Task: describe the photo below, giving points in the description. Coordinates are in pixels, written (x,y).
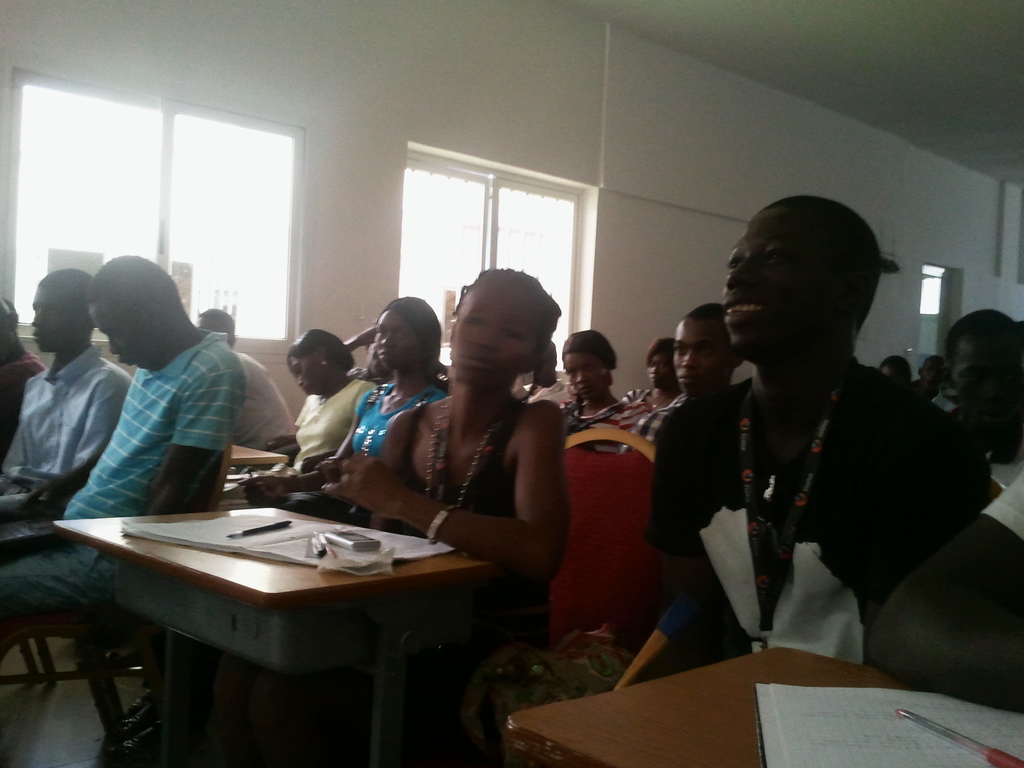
In this picture we can see group of people (556,425) sitting on the chair (600,601). we can see tables (311,617). On the table (241,578) we can see book (259,539), pen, Mobile (356,543), paper (382,543). We can see chairs (565,636). In this background (467,108) we can see wall (297,80) and glass window (145,202).
